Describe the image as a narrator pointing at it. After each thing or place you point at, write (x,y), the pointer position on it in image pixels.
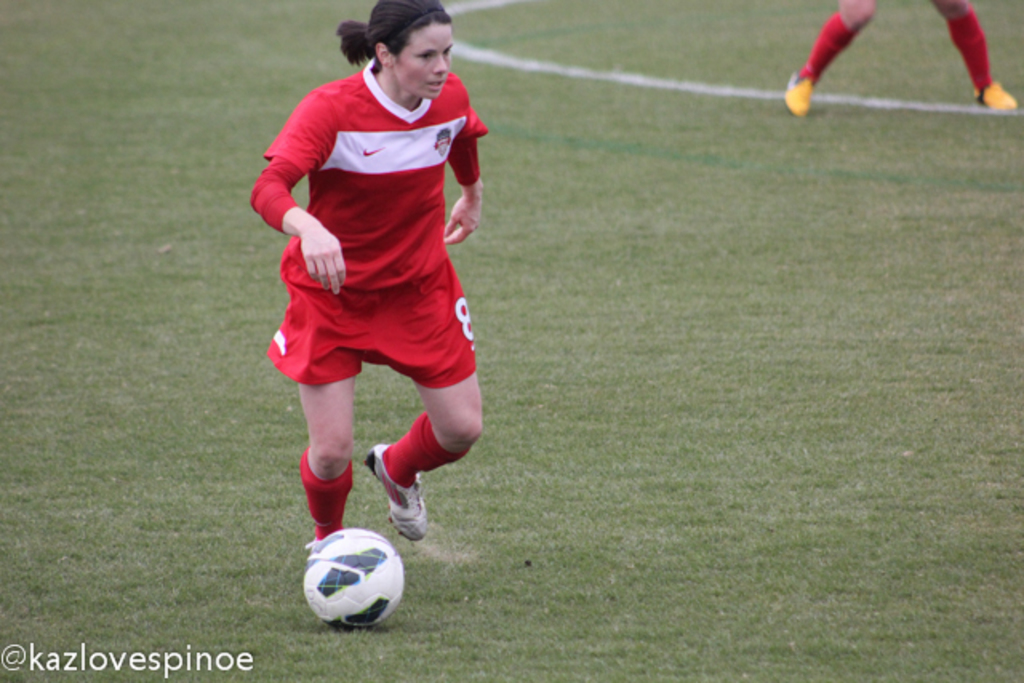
In this image I can see grass ground (325,672) and on it I can see white line (642,79), a white colour football (356,554) and I can see two persons (294,325) are standing. Here I can see she is wearing red colour dress (378,248) and I can also see watermark (3,669) over here.
